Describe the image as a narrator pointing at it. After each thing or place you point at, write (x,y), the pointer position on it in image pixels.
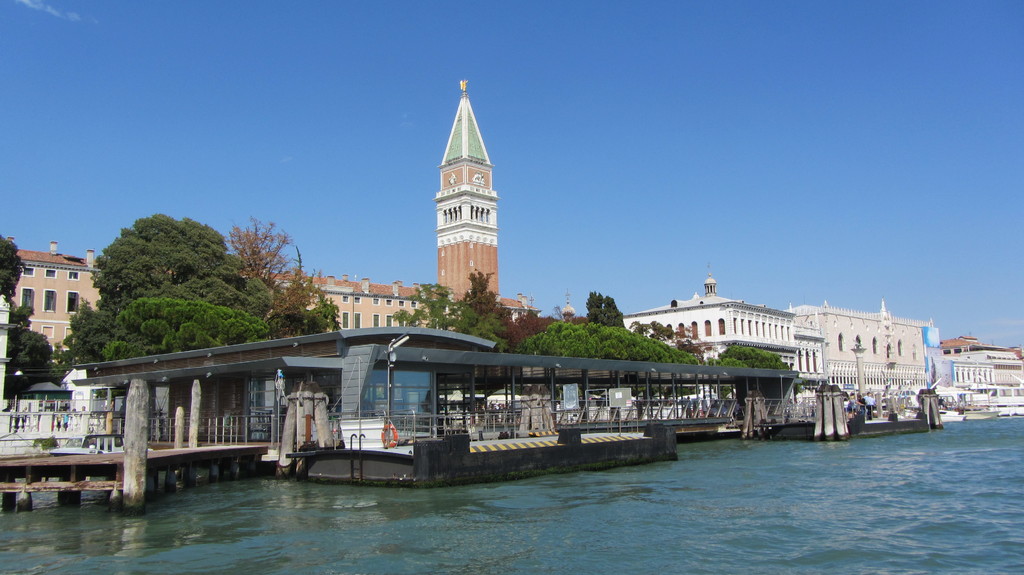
In this image I can see the water (216,493) and the wooden bridge (211,478). In the background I can see many trees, buildings (366,289) and the sky (854,19).
